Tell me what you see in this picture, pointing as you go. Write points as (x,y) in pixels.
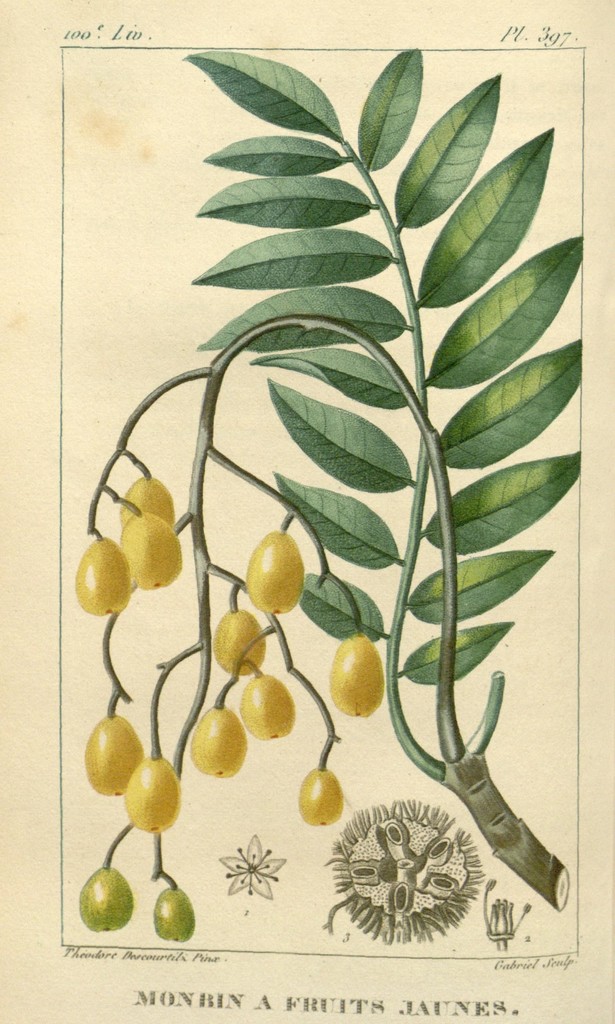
In this image we can see a paper (265,767) with the fruits (150,560), stems (220,376) and also leaves (491,220). We can also see some designs (425,910) and also the text (291,1003).
